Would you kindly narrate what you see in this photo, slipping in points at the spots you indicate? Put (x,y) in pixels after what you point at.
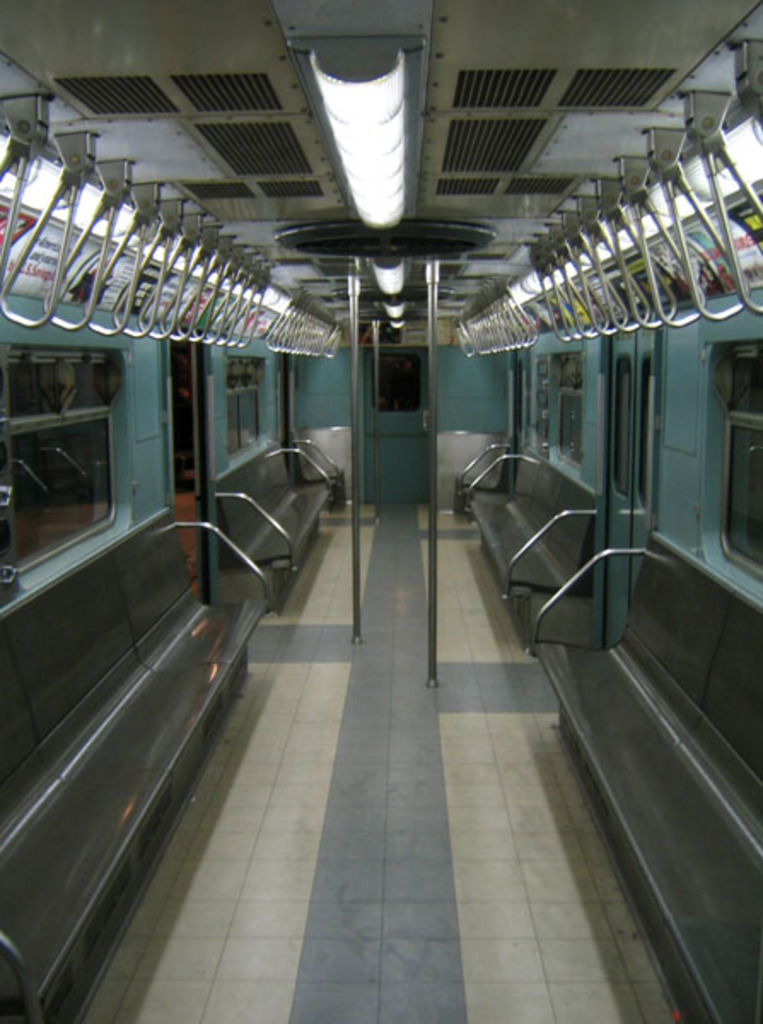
In the picture I can see benches (240,664), lights (384,156), poles (430,483), windows (61,450) and some other objects (290,441). This is an inside view of a train (339,581).
